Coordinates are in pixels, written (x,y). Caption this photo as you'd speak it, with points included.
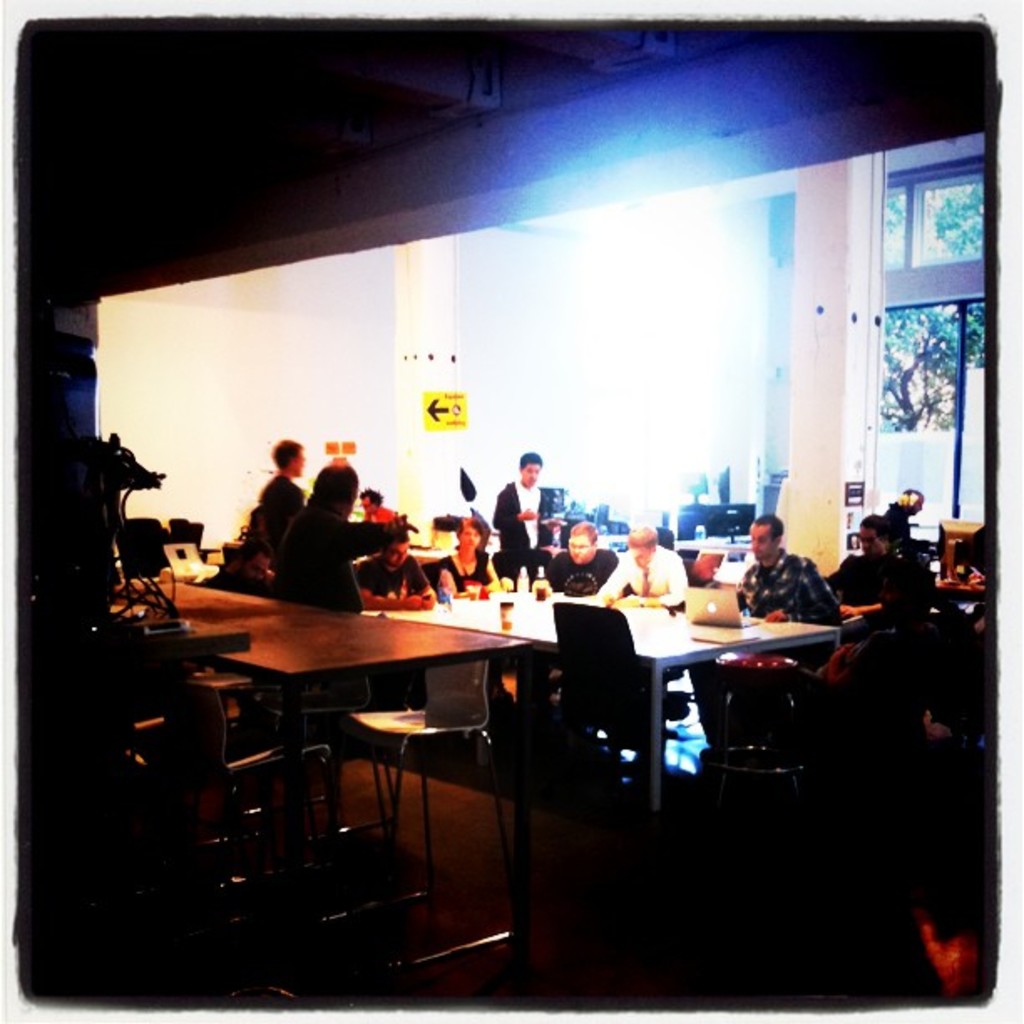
In this image I can see few people (666,601) are sitting on the chairs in front of the table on which laptops (723,627), few glasses (511,615) are placed. In the background (806,426) there are two pillars (809,412). On the bottom of the image (795,695) I can see some empty chairs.
